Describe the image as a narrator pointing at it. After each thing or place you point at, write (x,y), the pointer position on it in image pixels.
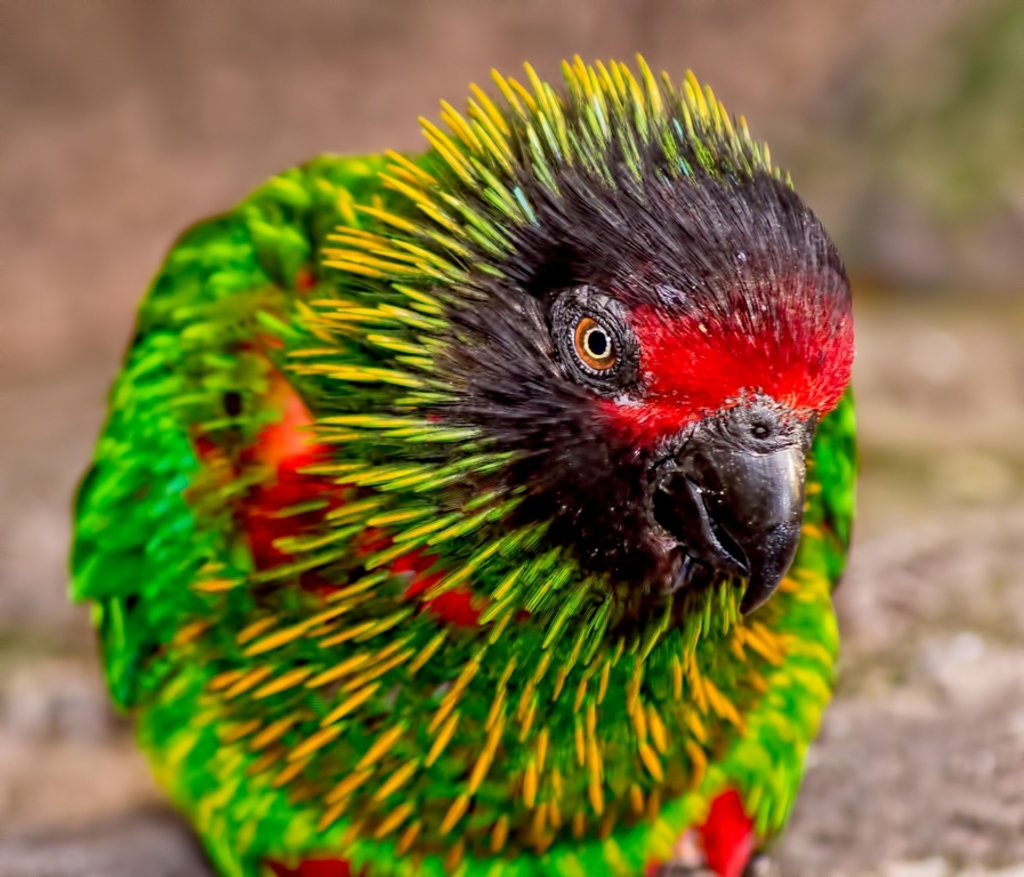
In this image I see a bird (325,339) which is of green, yellow, red and brown in color and I see that it is blurred in the background (922,346).
